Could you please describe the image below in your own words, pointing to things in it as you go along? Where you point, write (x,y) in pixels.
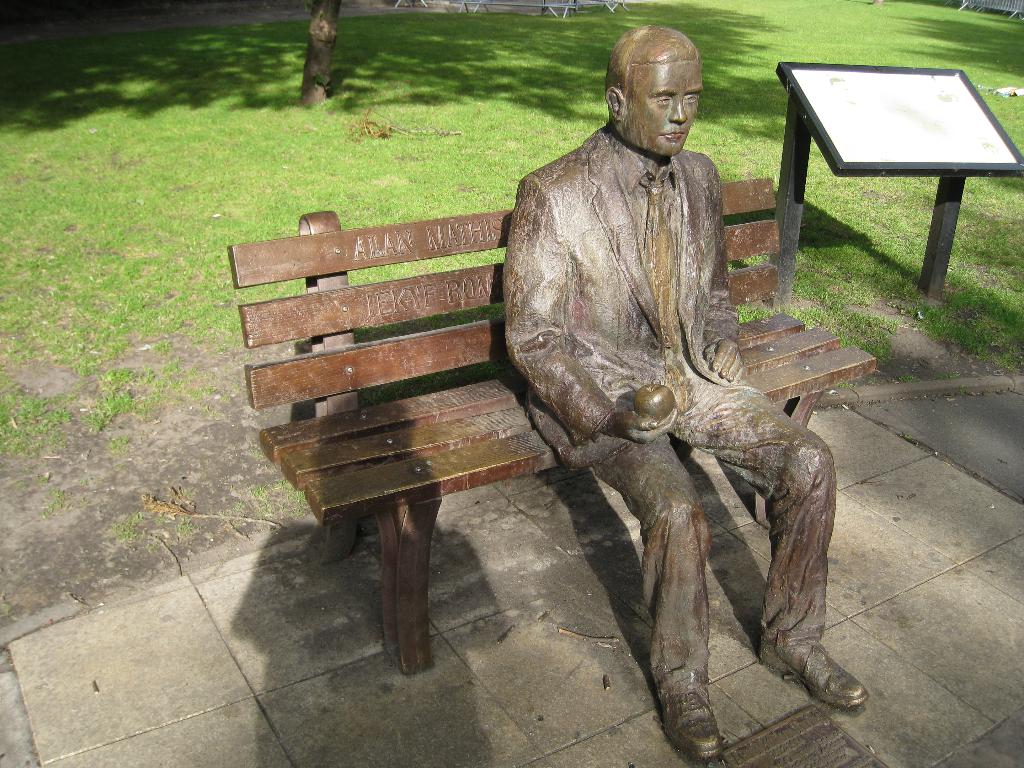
In this image i can see a statue (654,241) sitting on a bench (388,365) at the back ground (824,137) i can see a board (824,137), a tree (322,51), at the ground (307,162) i can see a grass (241,173).
